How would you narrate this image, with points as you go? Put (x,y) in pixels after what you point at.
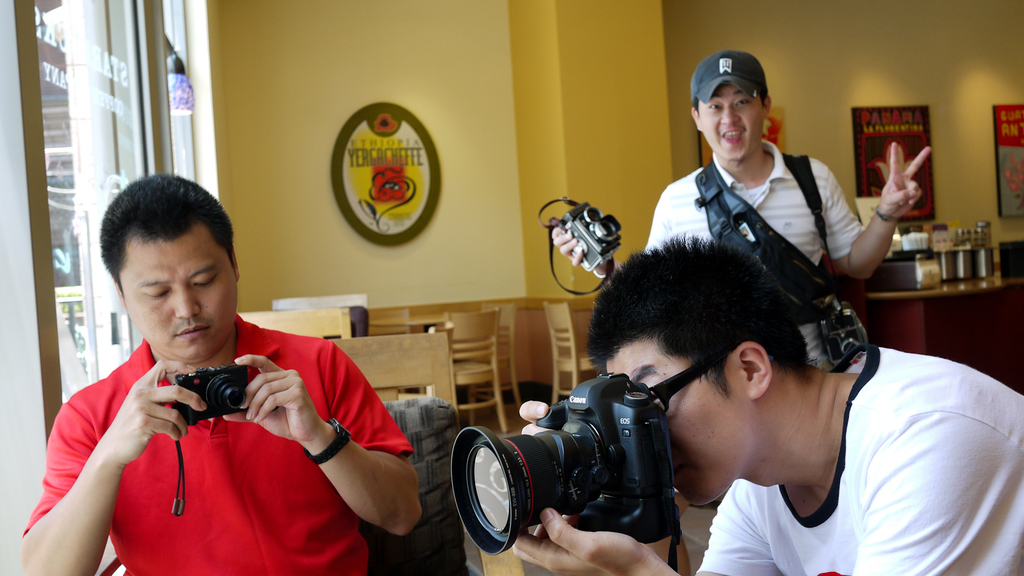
Bottom right side of the image (929,492) a man (760,313) holding camera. Top right side of the image (751,183) a man (874,236) is standing and holding camera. Bottom left side of the image (107,522) a man (189,234) is holding camera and sitting. Left side of the image (36,74) there is a window (149,105). At the top of the image (436,92) there is a wall (327,37), On the wall (449,30) there is a poster (376,148). Right side of the image (1013,296) there is a table (1023,281), On the table (938,292) there are some products (903,234).
